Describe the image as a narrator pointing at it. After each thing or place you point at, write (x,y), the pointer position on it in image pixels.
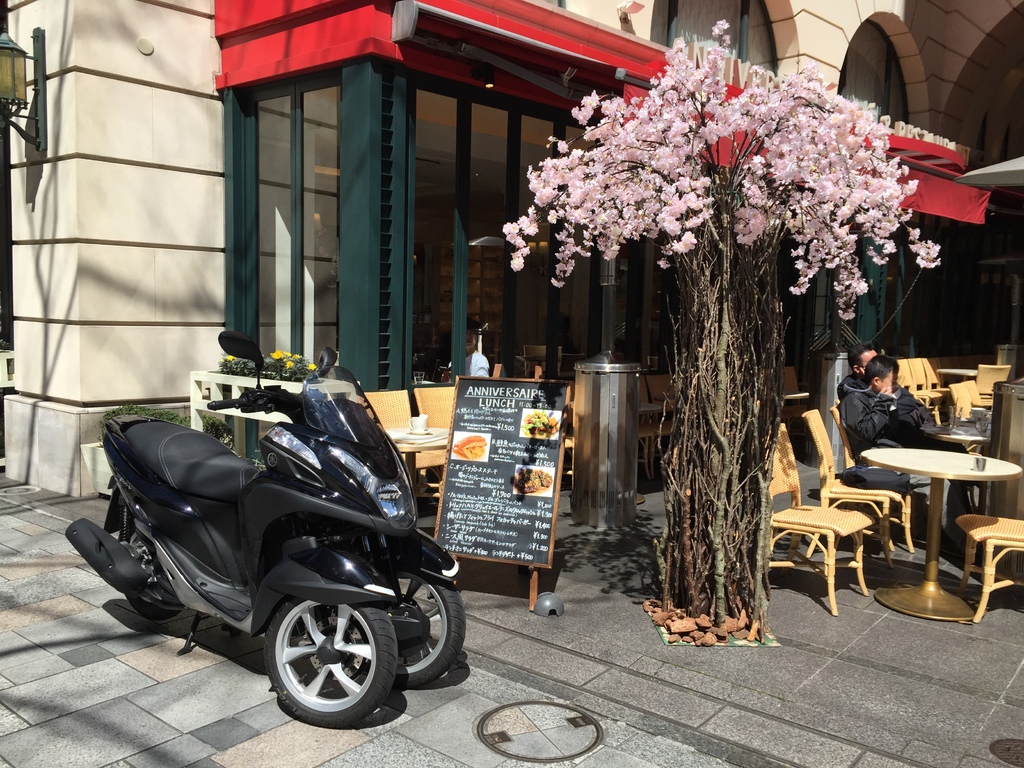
In the picture we can see a plant (676,234), bike (395,524), board (502,509), many chairs (836,485), a table (913,456), there are two persons (913,422) sitting on a chair (910,500). This is a building (123,163).
